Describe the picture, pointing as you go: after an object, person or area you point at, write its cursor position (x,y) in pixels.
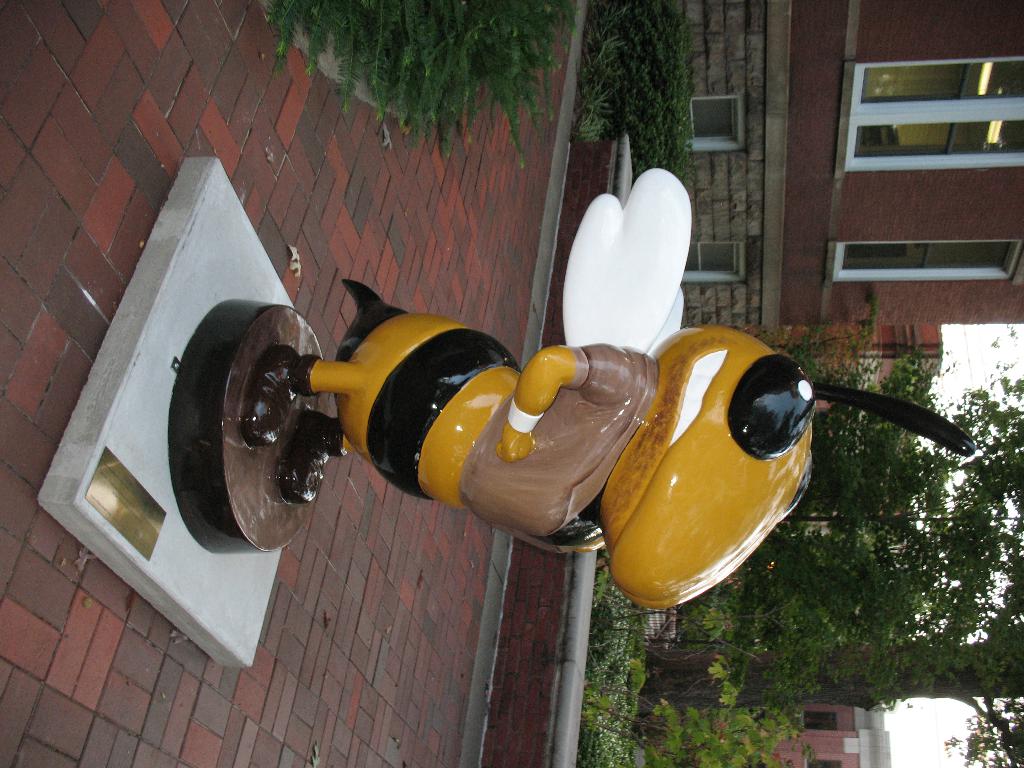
In the middle of the picture (491,363) there is a sculpture of a honey bee (318,387). On the right (804,583) there are trees (848,537) and buildings (817,114). On the left (34,229) it is pavement (133,166). At the top (450,55) there are plants (393,56).
